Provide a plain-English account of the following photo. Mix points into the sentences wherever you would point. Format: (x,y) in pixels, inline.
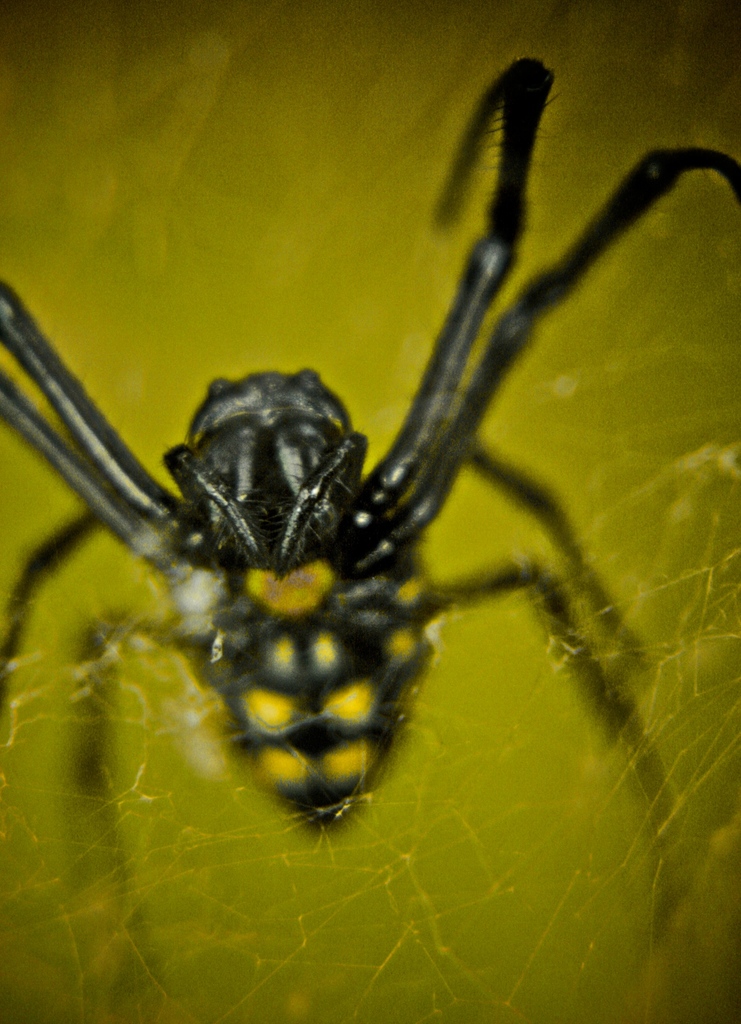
In this image we can see a spider (297,525) and a spider web (91,903).
